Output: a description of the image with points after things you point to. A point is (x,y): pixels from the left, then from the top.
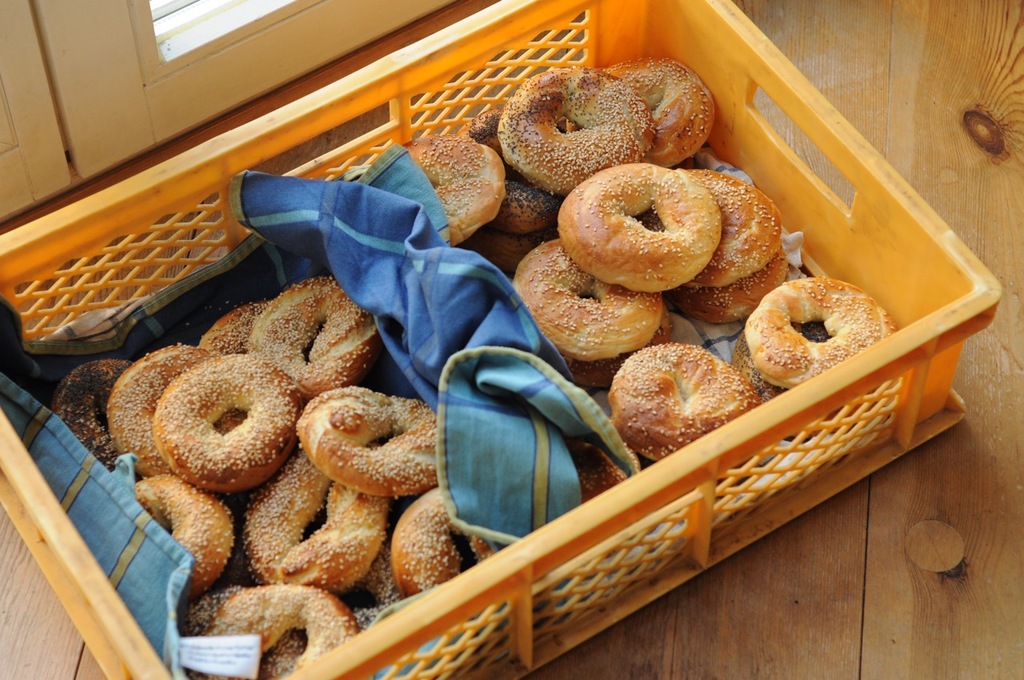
This picture is taken inside the room (840,340). In this image, we can see a basket (841,394), in the basket (837,407), we can see a cloth (472,280) and some food item (265,489). In the background (153,123), we can see a door (152,87) which is closed.
